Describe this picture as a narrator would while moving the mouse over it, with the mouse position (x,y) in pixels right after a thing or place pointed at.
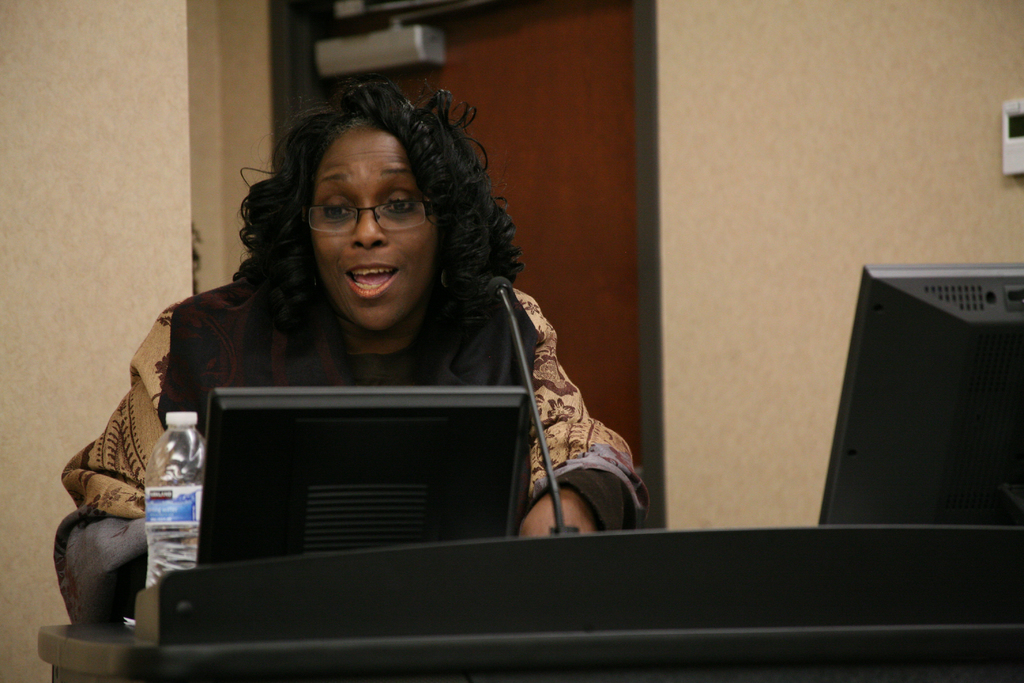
In this image we can see a woman (426,226), in front of her, there is a table (866,580), on the table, we can see the monitors (490,486), bottle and a mic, in the background (496,159), we can see a door (516,155) and the wall (845,161).
